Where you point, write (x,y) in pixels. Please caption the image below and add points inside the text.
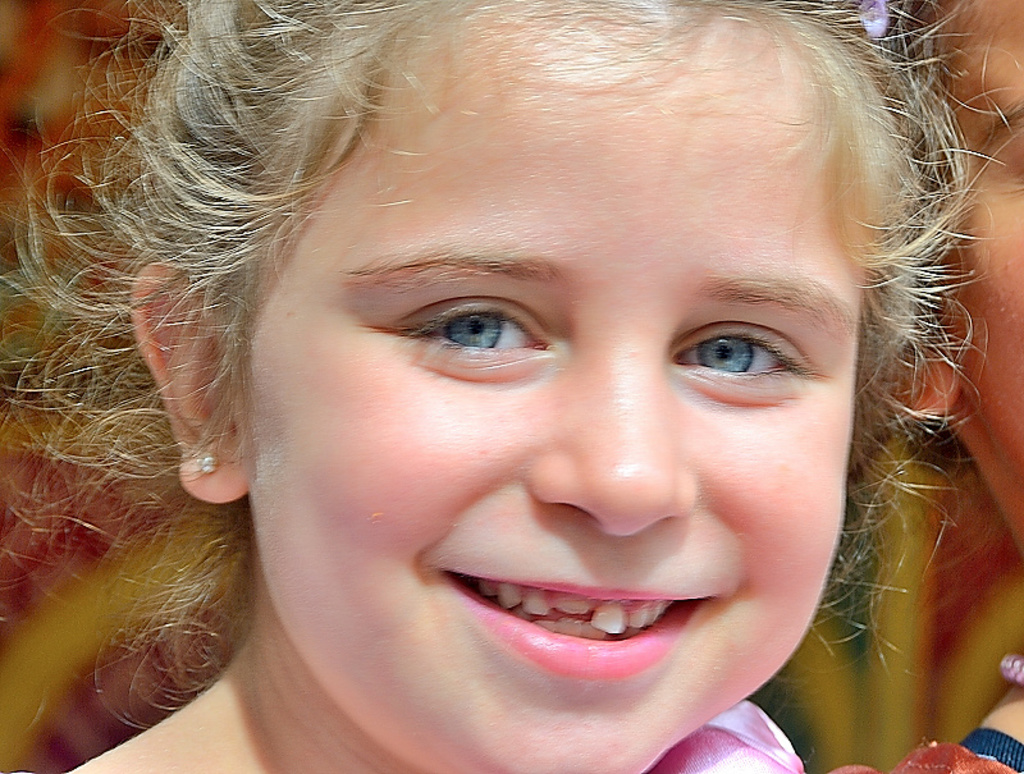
In this picture we can see a girl (524,92) smiling.
